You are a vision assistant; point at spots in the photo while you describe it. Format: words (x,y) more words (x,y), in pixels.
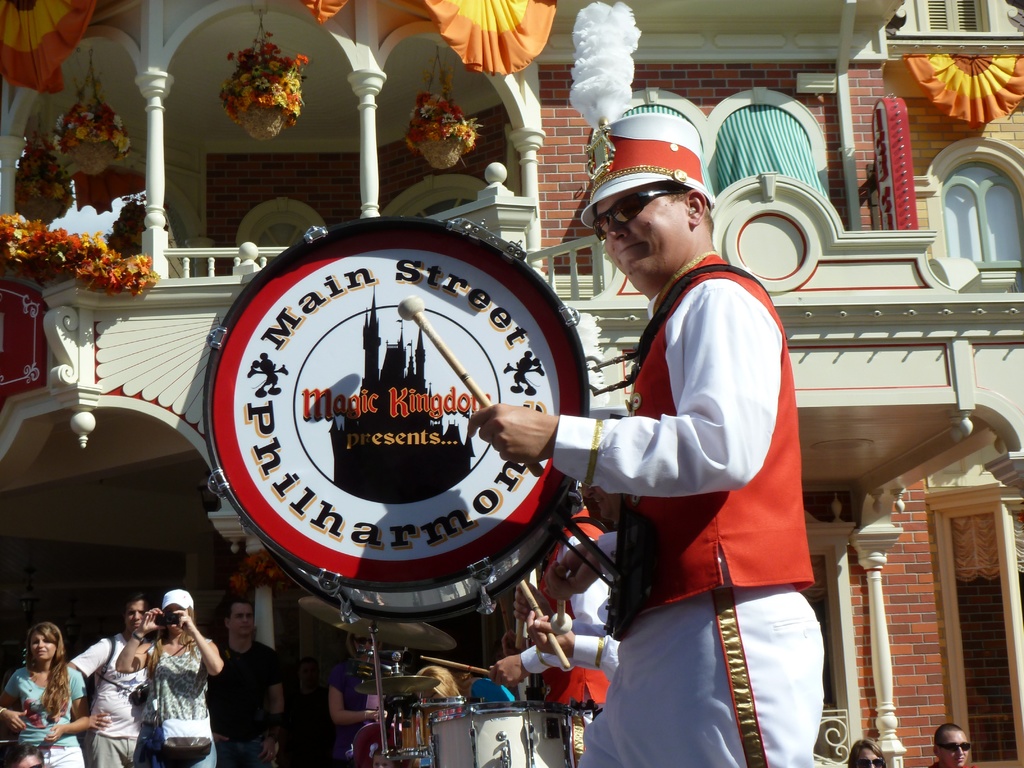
In this image I can see there are few persons (611,716) holding musical instruments (297,449), at the bottom (196,683) I can see few persons (181,653) there is a building (215,119) visible, on the roof (326,60) of building (939,116) there is a flower pots (301,63) hanging and there is a design cloth (958,57) visible on the wall (940,142) of the building (921,139).
